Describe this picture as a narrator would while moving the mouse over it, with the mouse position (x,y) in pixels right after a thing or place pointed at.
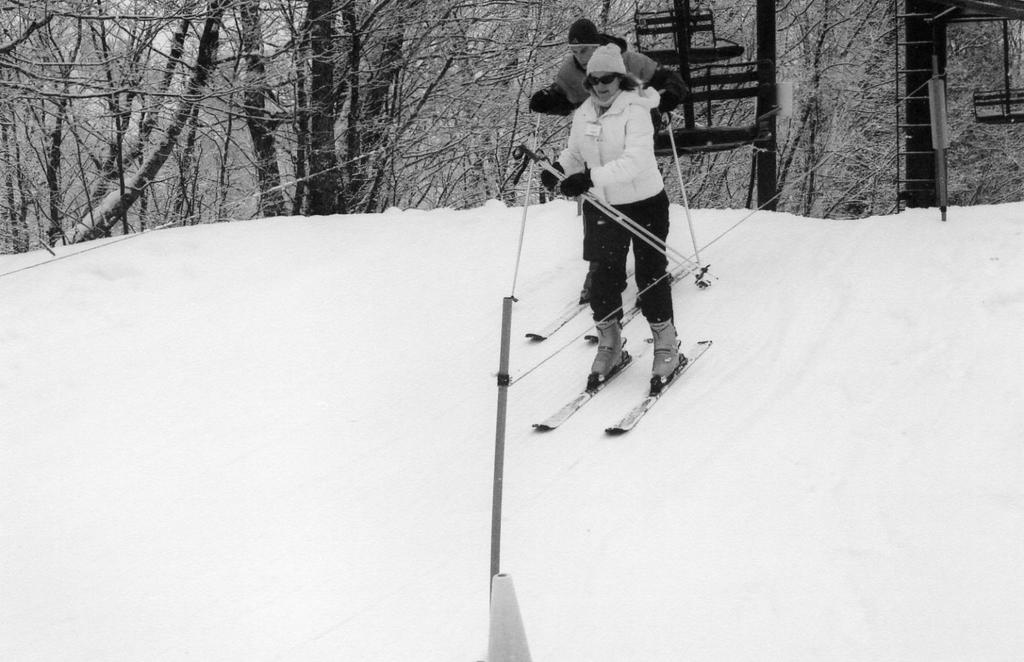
A man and woman (607,165) are skiing on snow (626,439). Behind them there are trees (506,36).
